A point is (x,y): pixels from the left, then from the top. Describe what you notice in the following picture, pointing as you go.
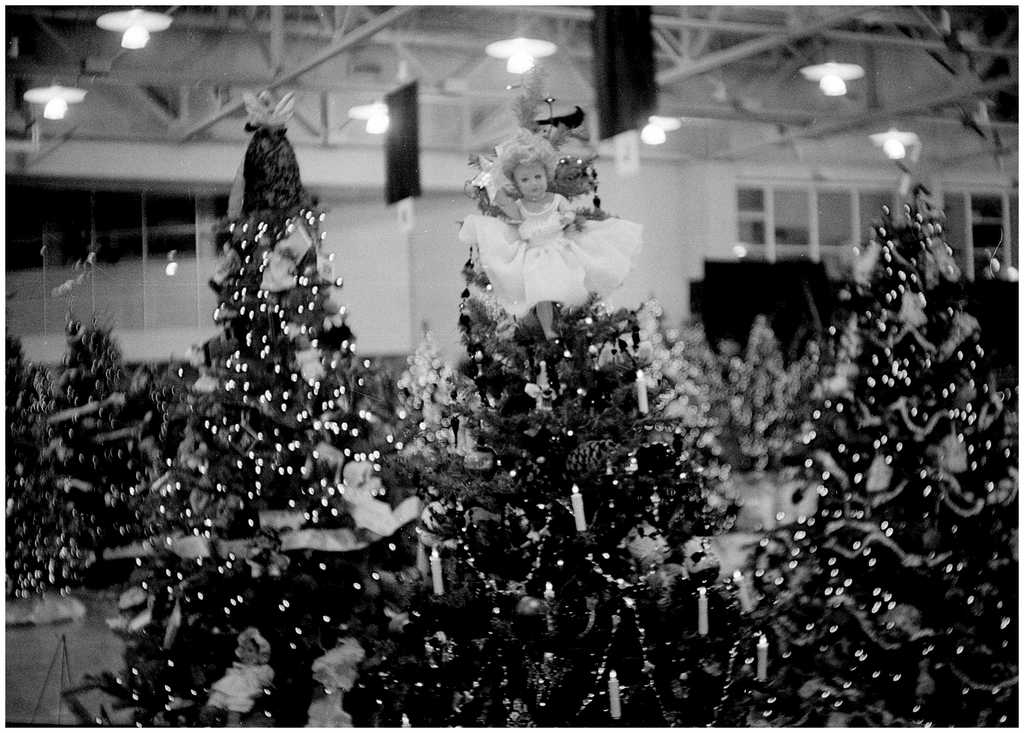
It is a black and white image, there are Christmas trees (350,446) decorated with the lights (326,504) and candles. In the middle (579,266) there is a doll of a girl (525,290), this doll (555,264) wore white color dress (545,266). There are lights (127,31) to the ceiling (403,64).
